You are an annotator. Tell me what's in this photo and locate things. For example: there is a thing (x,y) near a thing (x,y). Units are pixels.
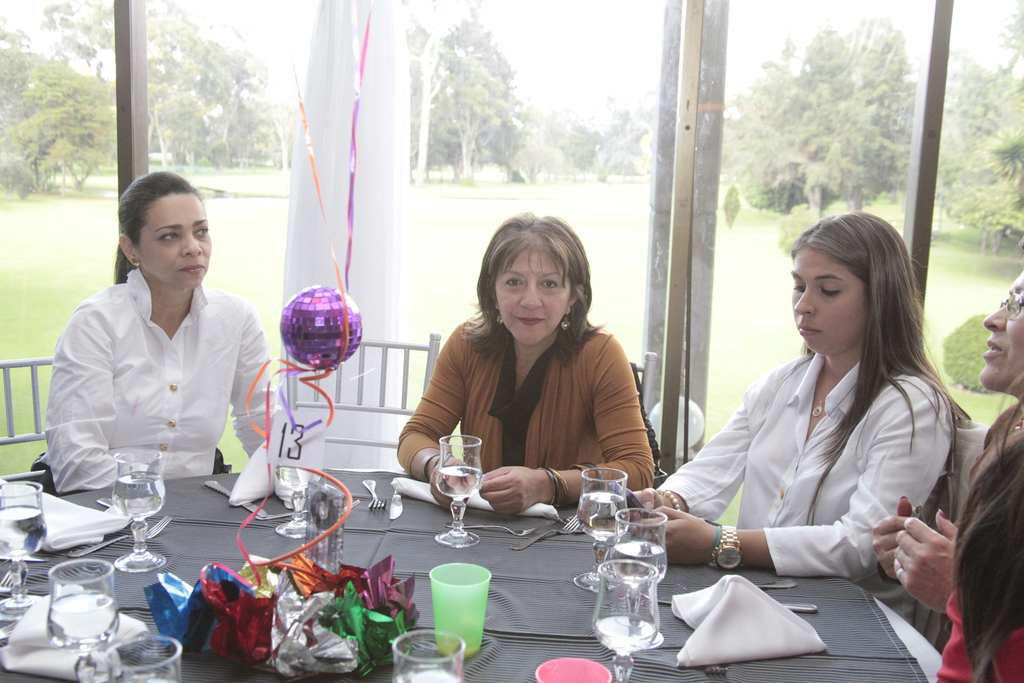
In this image i can see few women (488,372) sitting on chairs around the table (578,547), on the table (397,532) i can see few decorations (272,637), few glasses (139,455) and few tissues (41,605). In the background (366,203) i can see the curtain (380,169) and few glass windows (524,121) through which i can see few trees (815,125) and the sky (542,61).
